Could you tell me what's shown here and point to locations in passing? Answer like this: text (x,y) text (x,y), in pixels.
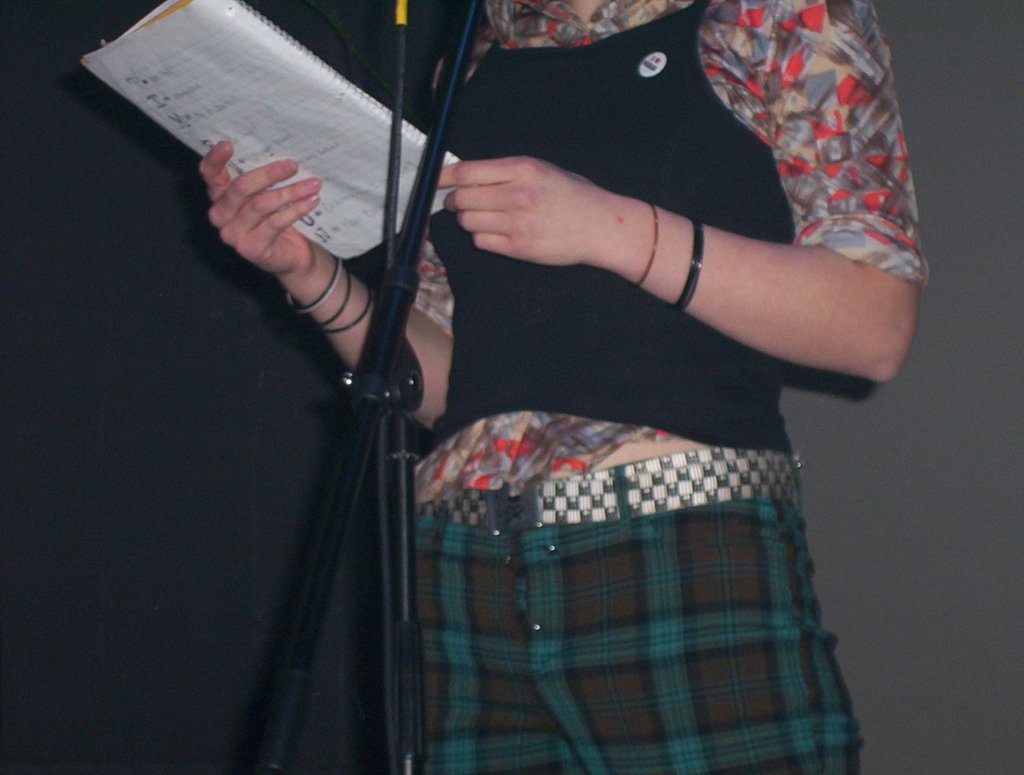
In this picture we can see a person (598,241) holding a book (294,107) in the hands (543,182). We can see bangles (692,264) to both the hands (292,250). Background (986,357) portion of the picture is dark. In this picture we can see the stands (406,223).
